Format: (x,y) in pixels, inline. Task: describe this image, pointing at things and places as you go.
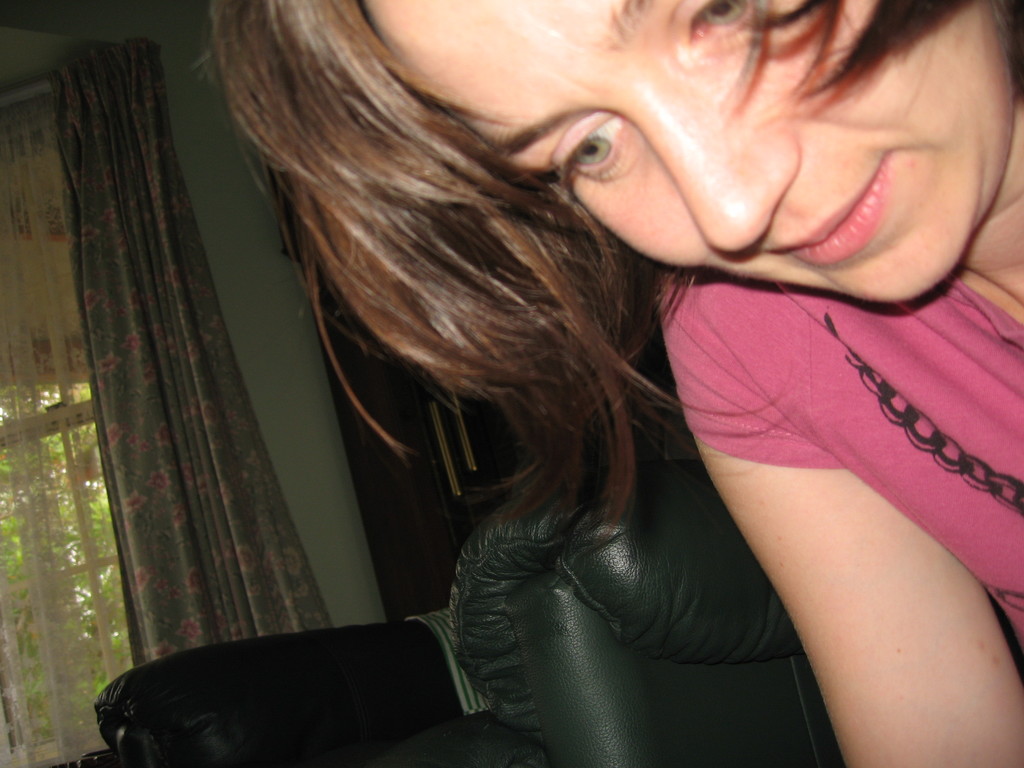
In this picture we can see a woman (776,349) and in the background (422,525) we can see a wall (342,475), curtain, window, trees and some objects (409,473).
